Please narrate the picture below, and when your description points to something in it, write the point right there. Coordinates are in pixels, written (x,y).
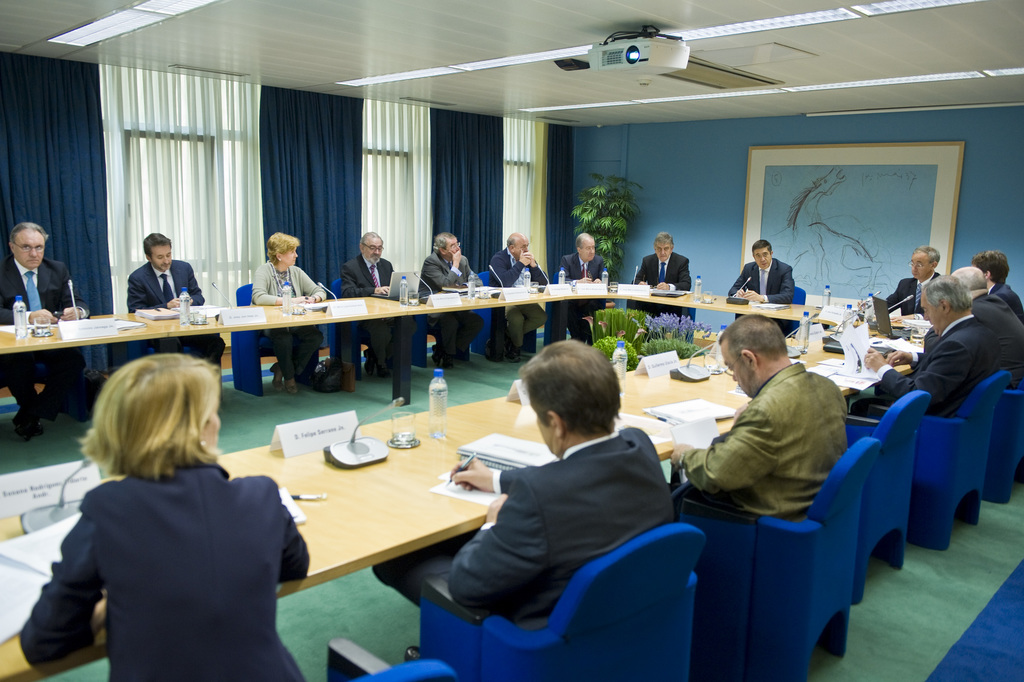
In this image, there are some table (640,401) which are in yellow color, there are some bottles (438,401), there are some books (677,411), there are some microphones (675,375) on the table (657,385), there is a laptop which is in black color, there are some people (434,321) sitting on the chairs (714,554) which are in blue color around the table (665,395), in the background (212,200) there is a blue and white color curtains (194,164).
